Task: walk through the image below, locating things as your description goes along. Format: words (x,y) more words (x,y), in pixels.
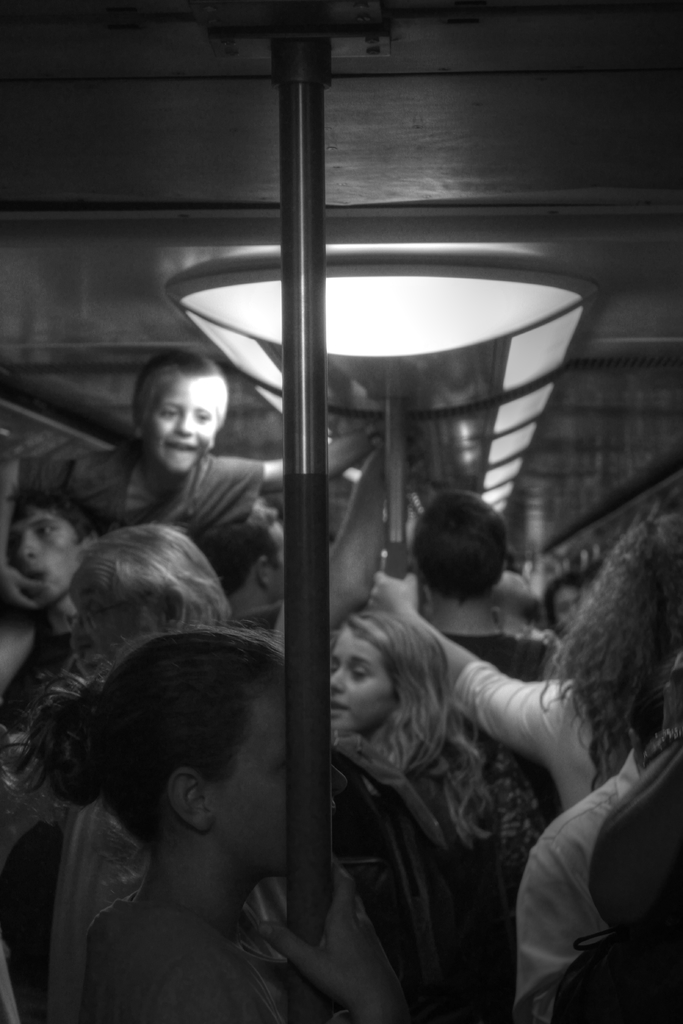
In this image I can see the black and white picture in which I can see the interior of the vehicle (329,431). I can see a metal pole (305,534), a person (96,1013) is standing and holding a pole (308,913). In the background (611,763) I can see another pole (389,421), number of persons (497,733) standing, the ceiling (485,129) and few lights (462,306) to the ceiling (467,114).
